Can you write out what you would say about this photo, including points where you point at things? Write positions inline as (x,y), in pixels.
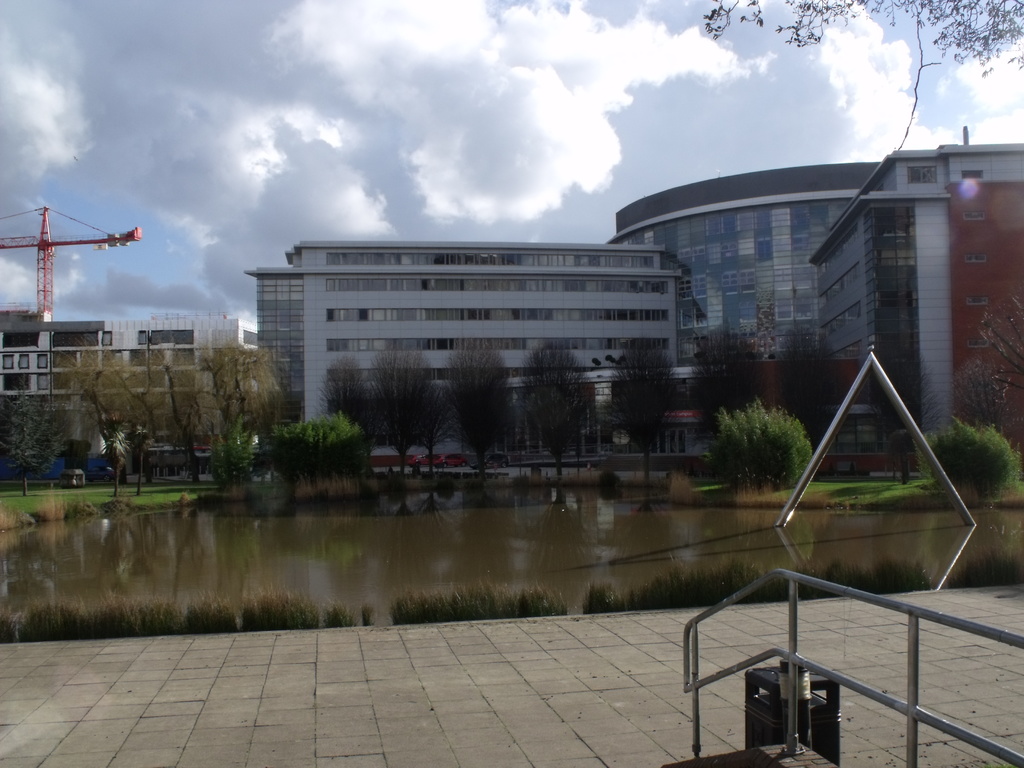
In this image in the center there is a pond (830,552), at the bottom (280,687) there is a road (977,697). And on the right side (757,681) there is a railing (793,639) and some box (796,676), in the pond (744,547) there are some poles (841,418). And in the background (712,389) there are trees (504,380), buildings (400,327), tower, vehicles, grass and at the top (318,152) there is sky (305,94).
